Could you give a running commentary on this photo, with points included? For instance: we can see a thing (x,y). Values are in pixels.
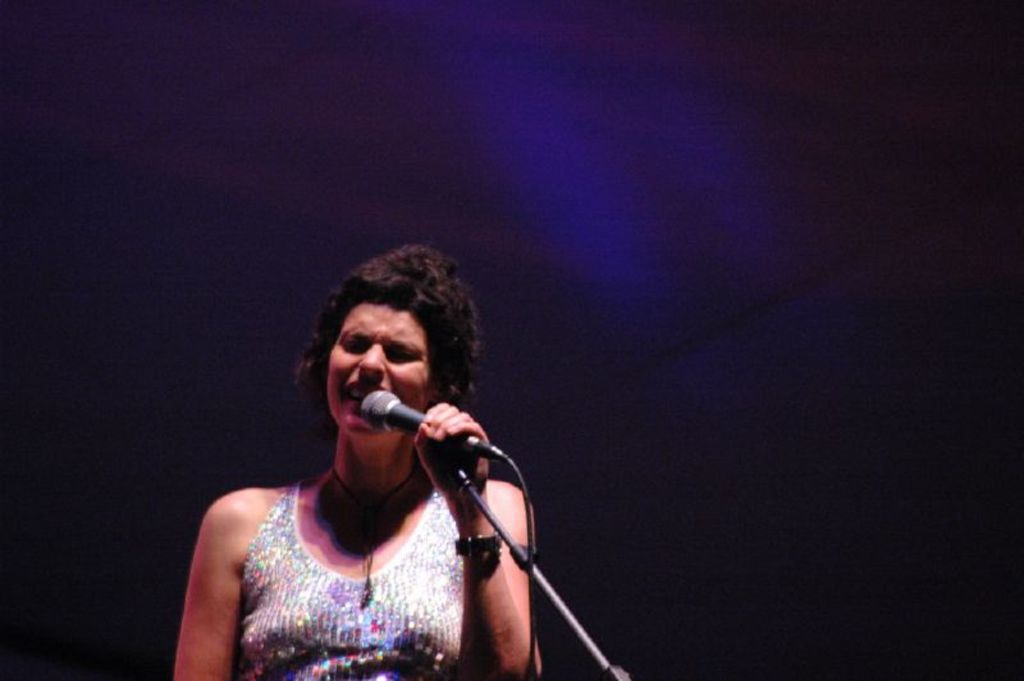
This picture shows a woman (358,402) singing in front of a mic (385,409) and stand (584,633). In the background (227,269) there is dark.
